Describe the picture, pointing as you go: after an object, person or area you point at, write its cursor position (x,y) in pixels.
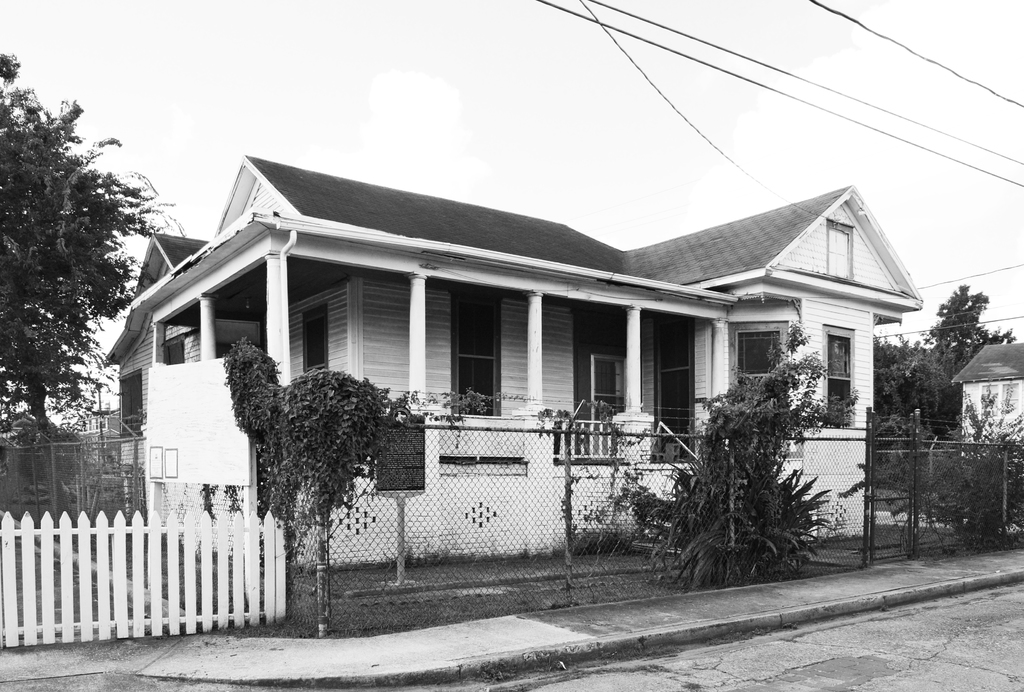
In this image I can see the road (729,656). To the side of the road (744,654) there are trees (717,508) and the railing (207,565). In the back (401,352) I can see the house (502,318). To the side of the house (600,301) I can see few more trees (32,282). In the background (485,74) there are wires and the sky (216,95). And this is a black and white image.
